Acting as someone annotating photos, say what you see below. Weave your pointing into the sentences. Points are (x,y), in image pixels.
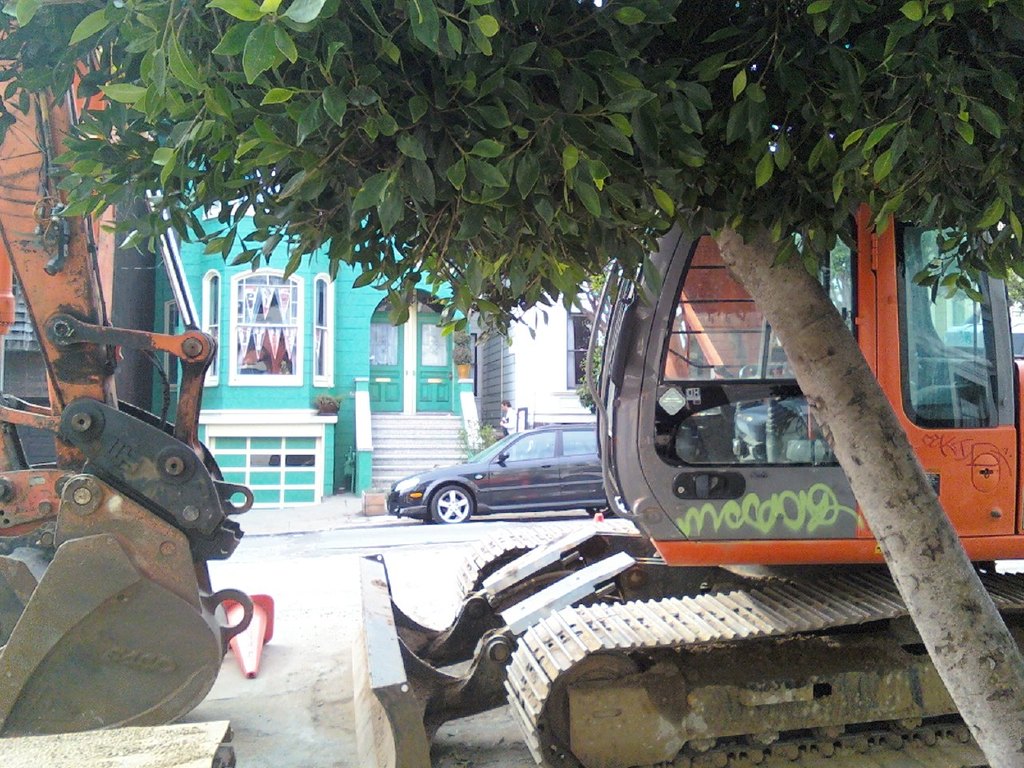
In this image there are machines (670,583). There is a car (540,503). There is a building (423,324). There is a tree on the right side (817,304).
